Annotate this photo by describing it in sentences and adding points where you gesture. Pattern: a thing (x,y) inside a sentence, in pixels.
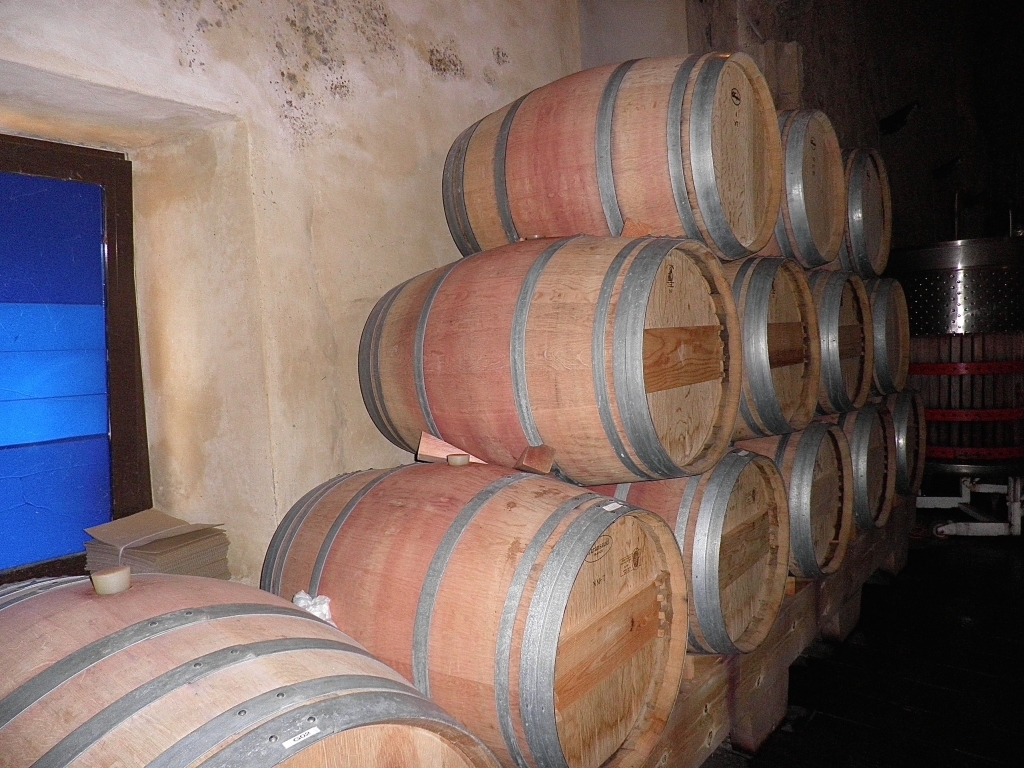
In this image, we can see some drums (628,67) beside the wall (396,454). There is a window (93,363) on the left side of the image (53,351).
